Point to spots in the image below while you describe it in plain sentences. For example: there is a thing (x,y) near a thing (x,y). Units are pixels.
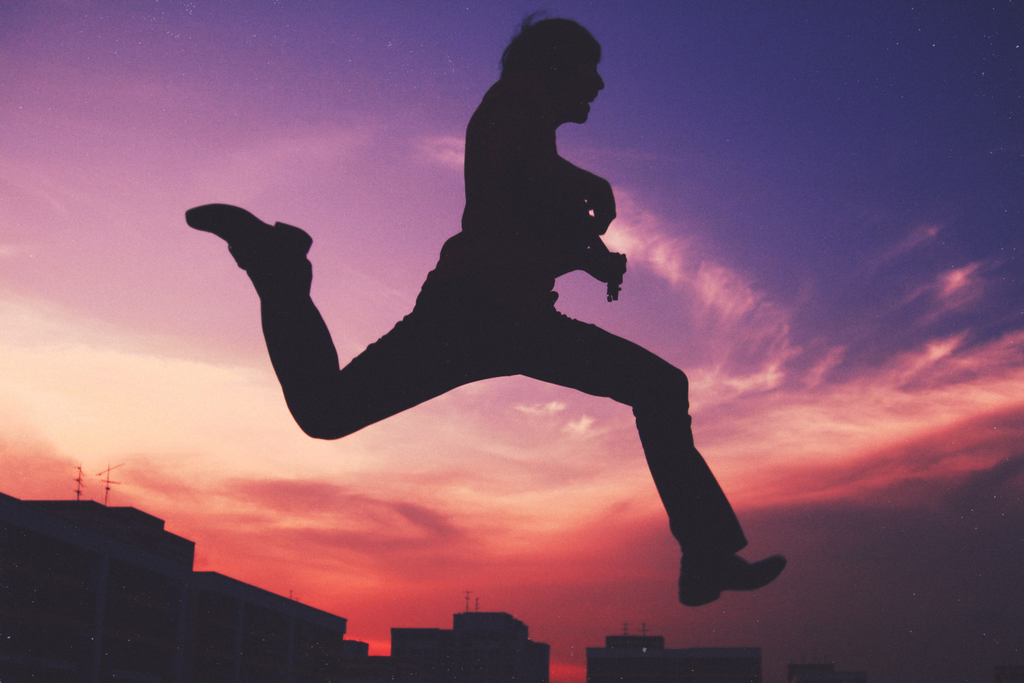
In this image, we can see a person (552,365) in the air (1006,591) and holding some object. At the bottom (451,677), we can see buildings (319,659). Background (356,450) there is a sky (512,410).
